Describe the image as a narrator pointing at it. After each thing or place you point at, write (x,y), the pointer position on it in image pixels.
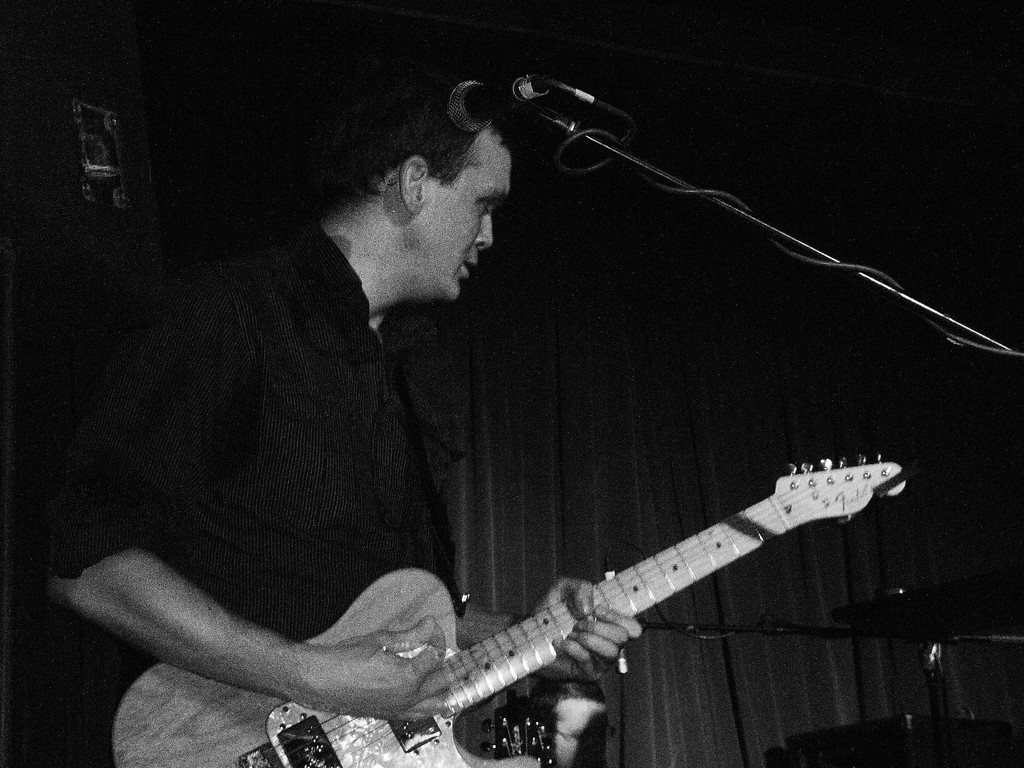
This picture shows a man (309,472) playing a guitar (532,627) in his hands (364,674). There is a microphone (498,116) and stand (675,179) in front of him. In the background (545,422) there is a curtain (591,411).
